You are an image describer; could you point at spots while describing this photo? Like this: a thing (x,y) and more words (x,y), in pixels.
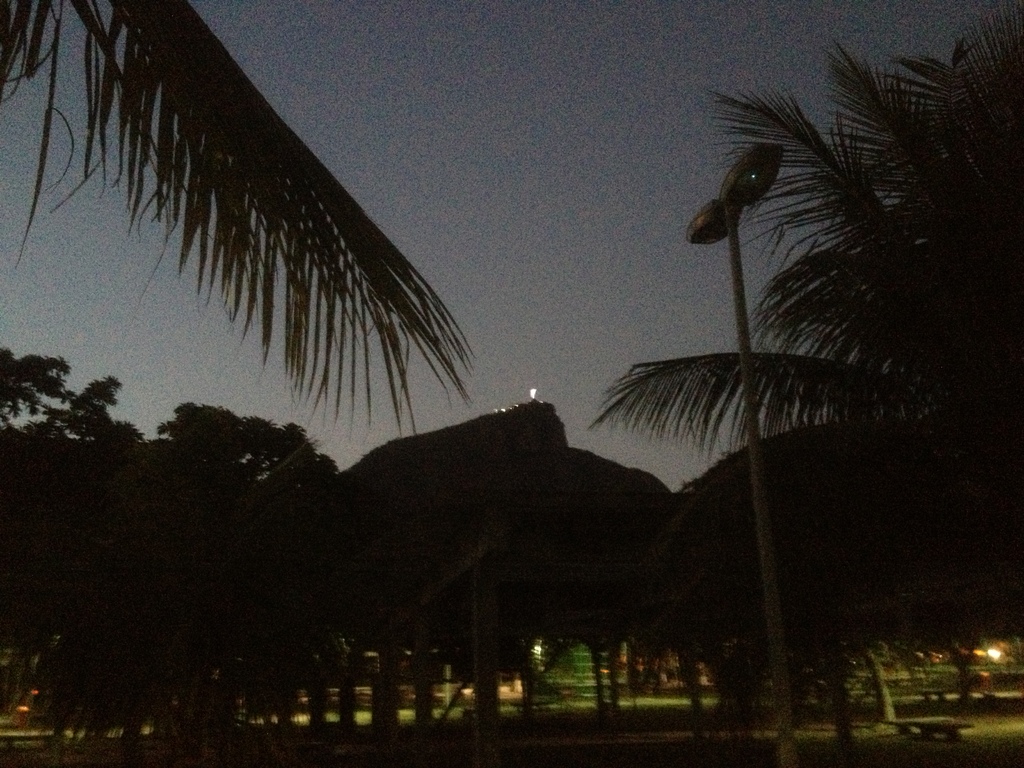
In this picture, I can see trees (368,594) and lamps (717,210) to the pole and a clear sky (874,56) and i can see few lights (537,650).
